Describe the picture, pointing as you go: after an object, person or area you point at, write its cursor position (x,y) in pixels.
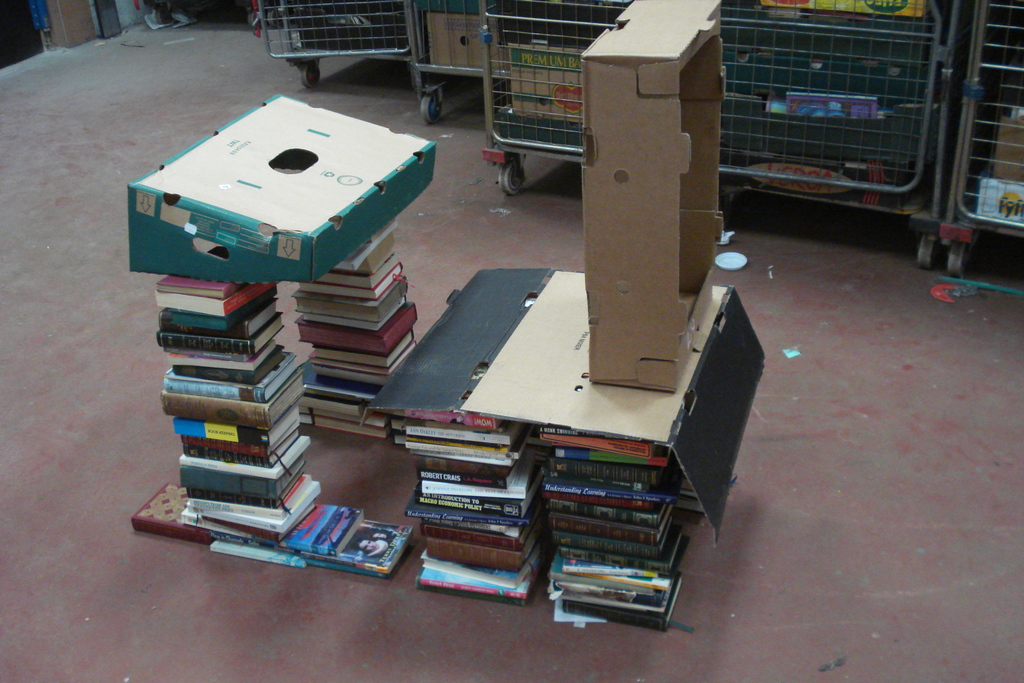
In the center of the image (663,296) we can see the books (302,531), boxes (509,307) on the floor (489,246). At the top of the image (833,67) we can see the trolleys (833,135). In the trolleys (833,135) we can see the boxes (1020,194) and some other objects (778,97).
